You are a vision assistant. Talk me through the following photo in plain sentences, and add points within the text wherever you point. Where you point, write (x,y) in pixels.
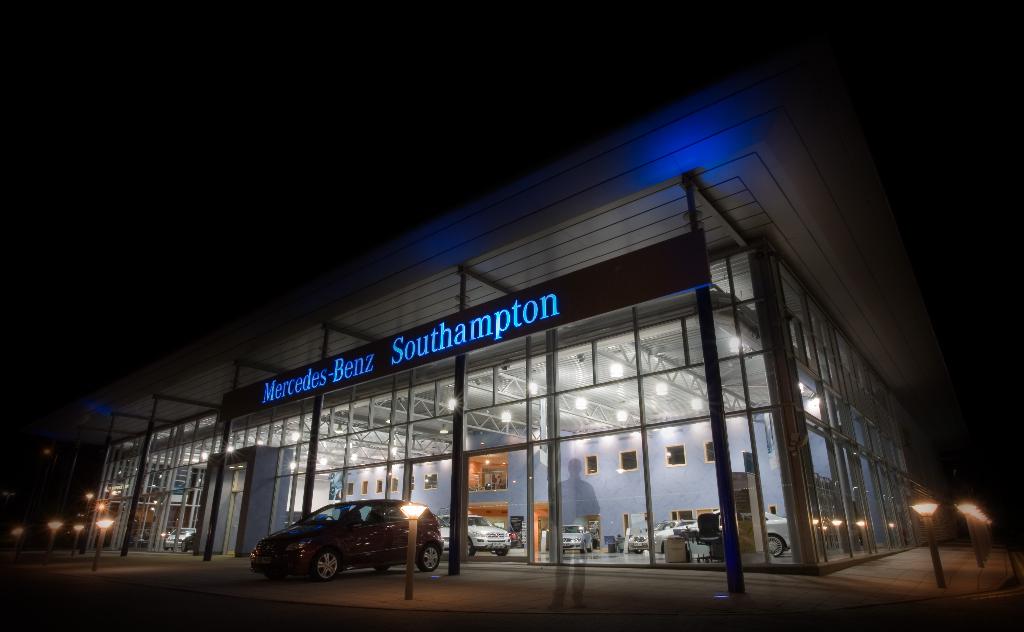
This is vehicle showroom (472,320). Inside this showroom (215,423) there are vehicles (566,542). In-front of this showroom (740,418) there are light poles (403,505) and reflection (576,519) of a person (564,489). This is dark sky (357,125).
